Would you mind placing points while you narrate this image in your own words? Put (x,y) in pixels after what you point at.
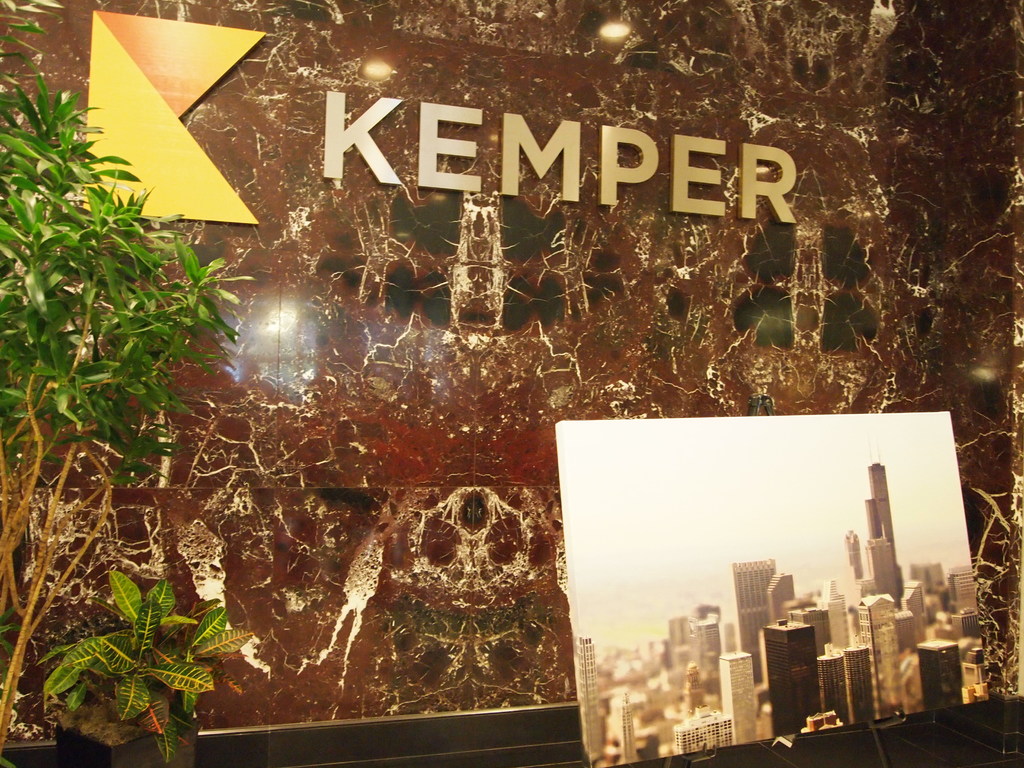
In the image we can see there is a wall (350,328) on which it is written "Kemper" and beside there are plants (50,260). In front of the wall (339,351) there is a picture (670,517) and there are buildings (775,648) on the picture (721,666).
